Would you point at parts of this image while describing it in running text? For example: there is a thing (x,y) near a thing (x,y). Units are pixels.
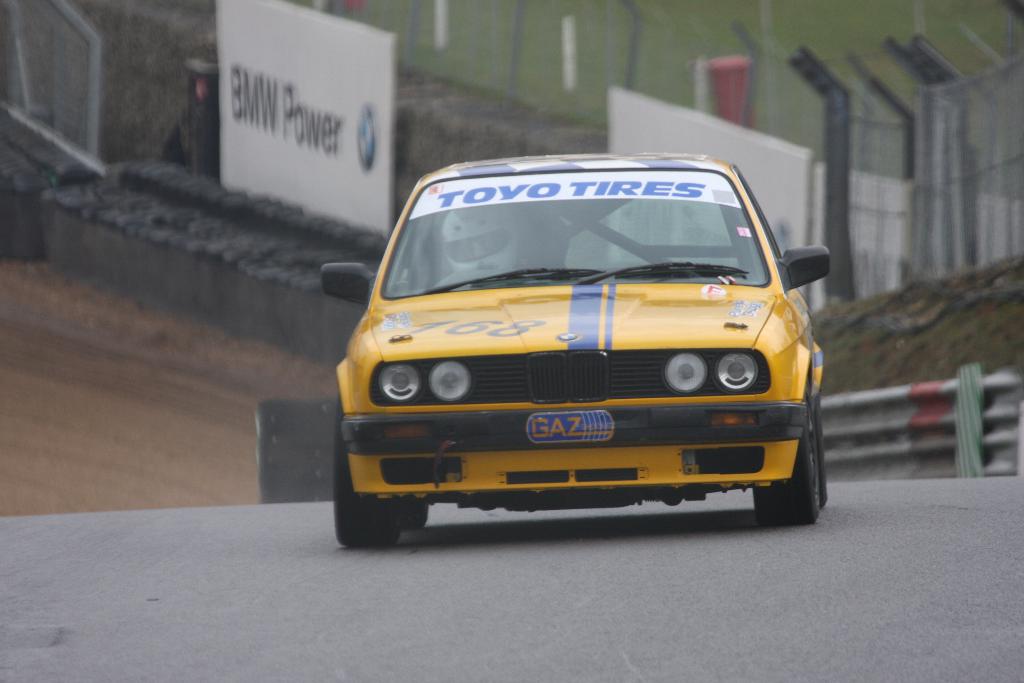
In this picture we can see a car (553,154) on the road (484,557) and in the background (313,71) we can see banners (617,111), fences (834,176) and some objects (861,402).
